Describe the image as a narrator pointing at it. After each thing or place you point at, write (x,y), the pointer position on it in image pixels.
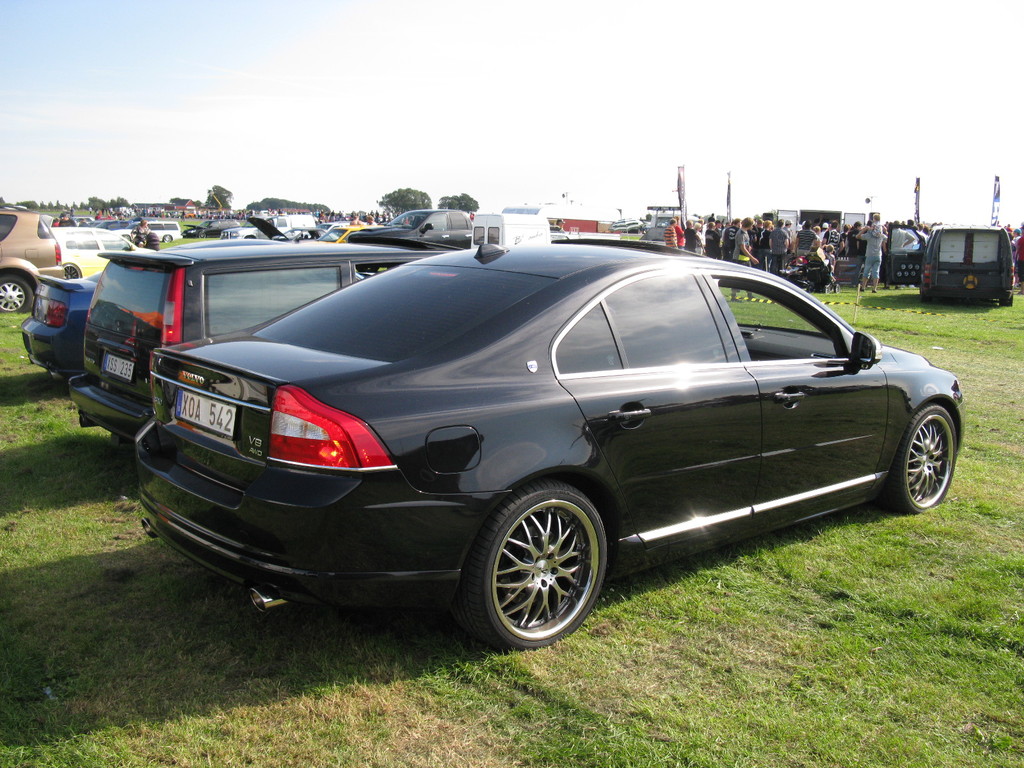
In this image we can see some vehicles (742,412) and there are some people (748,246) and we can see some trees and grass (480,739) on the ground (480,739). At the top (693,194) we can see the sky (797,195).
